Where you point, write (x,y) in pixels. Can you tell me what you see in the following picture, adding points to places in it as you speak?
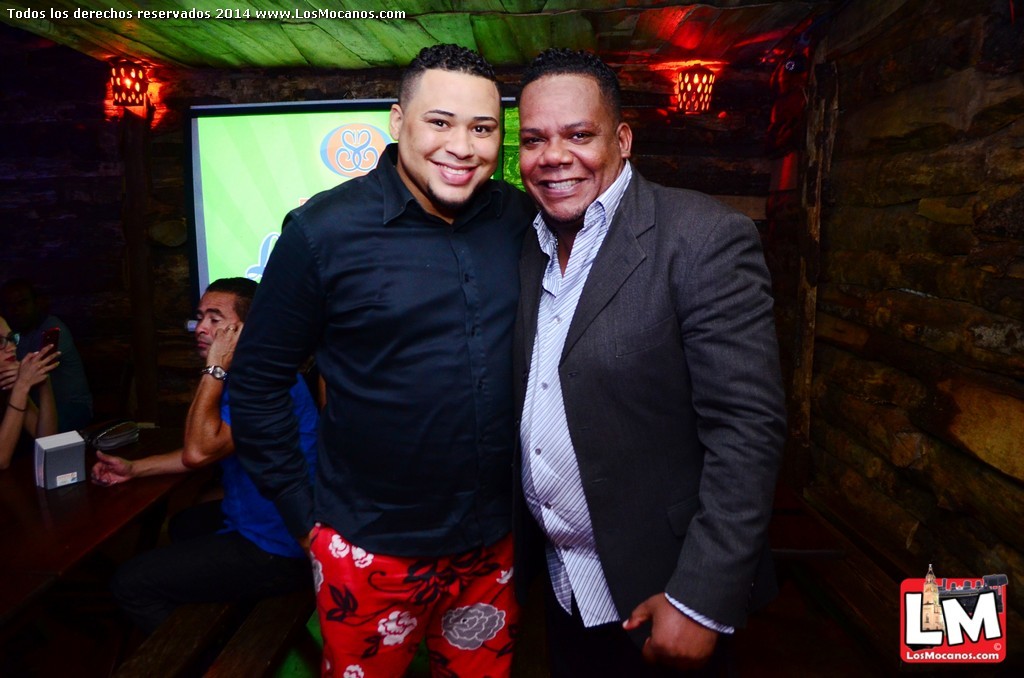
In the image there are two people (631,401) standing and posing for the picture, behind them some people (69,331) were sitting in front of the tables (36,519) and in the background (232,141) there is a projector screen (230,127) behind the screen (310,110) there is a wooden wall (105,64) and there are two red lights (700,97) on the either side of the wall (11,134).
